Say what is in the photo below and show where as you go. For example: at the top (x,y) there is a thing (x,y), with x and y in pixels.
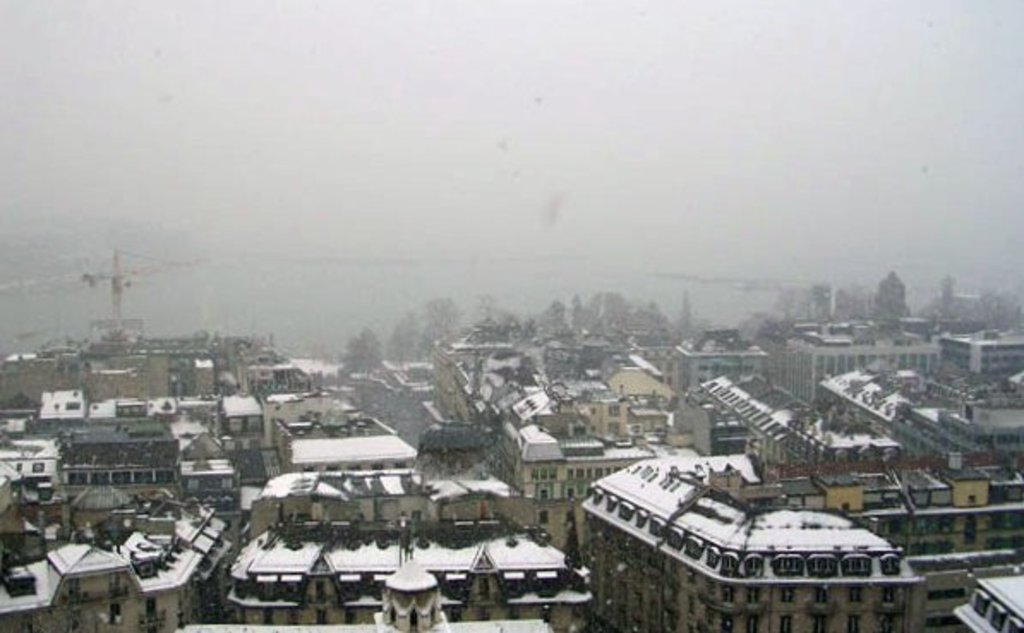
This is a top view of a city (154,340), in this image we can see buildings (593,449) covered under the snow (634,481).
